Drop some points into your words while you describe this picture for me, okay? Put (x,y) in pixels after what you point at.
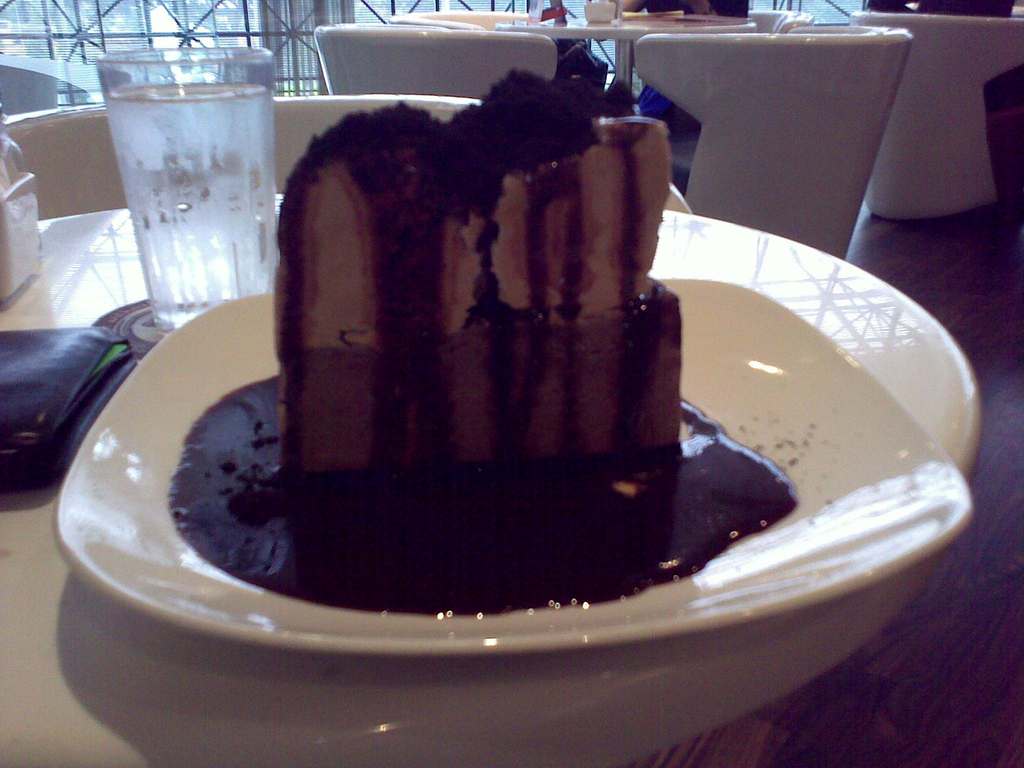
In the foreground of the picture (509,228) I can see a piece of cake (609,319) on the plate (760,430). I can see the tables (8,549) and chairs (882,24) on the floor (948,249). I can see a glass of water (206,223) and a wallet (26,393) are kept on the table (18,609). Looks like there is a person (657,9) on the top right side of the picture (711,9). In the background (267,23), I can see the metal grill fence (281,41) and glass windows (185,10).
